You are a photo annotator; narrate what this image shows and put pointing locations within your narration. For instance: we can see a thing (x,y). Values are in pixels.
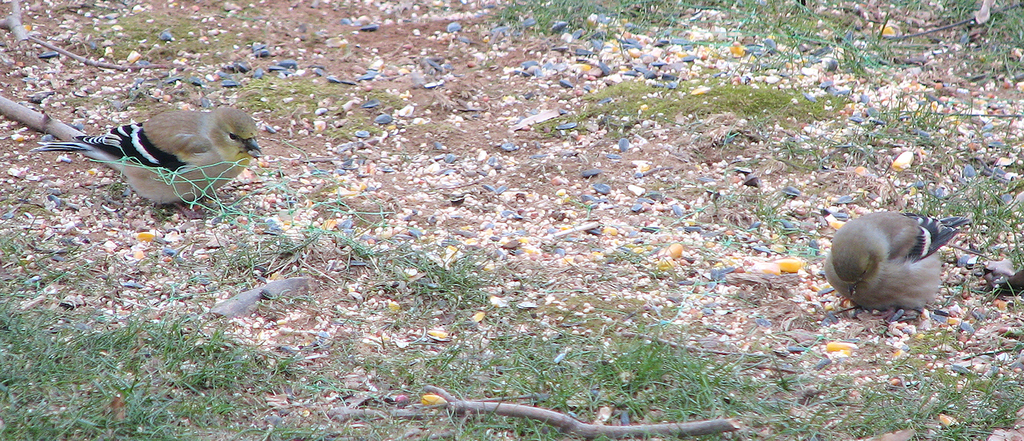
Here we can see two birds (891,305) on the ground (794,291). This is grass (608,374) and there are stones (572,72).
